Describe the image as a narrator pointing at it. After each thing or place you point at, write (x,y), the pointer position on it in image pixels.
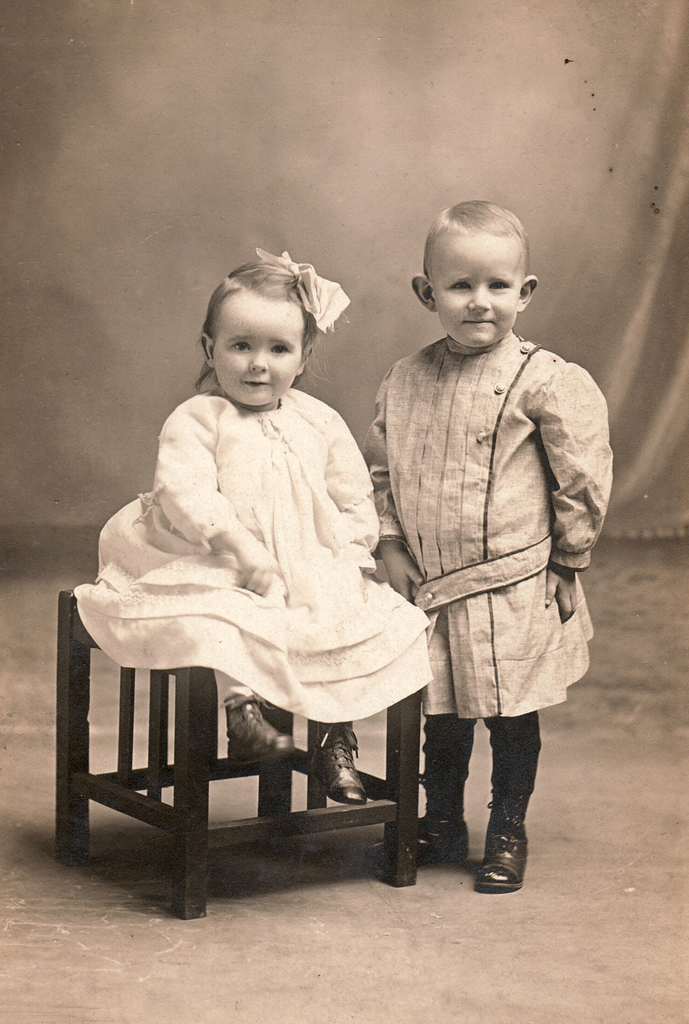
In this black and white image, there is a small girl (356,465) and a boy (388,531) in the foreground (333,547).
